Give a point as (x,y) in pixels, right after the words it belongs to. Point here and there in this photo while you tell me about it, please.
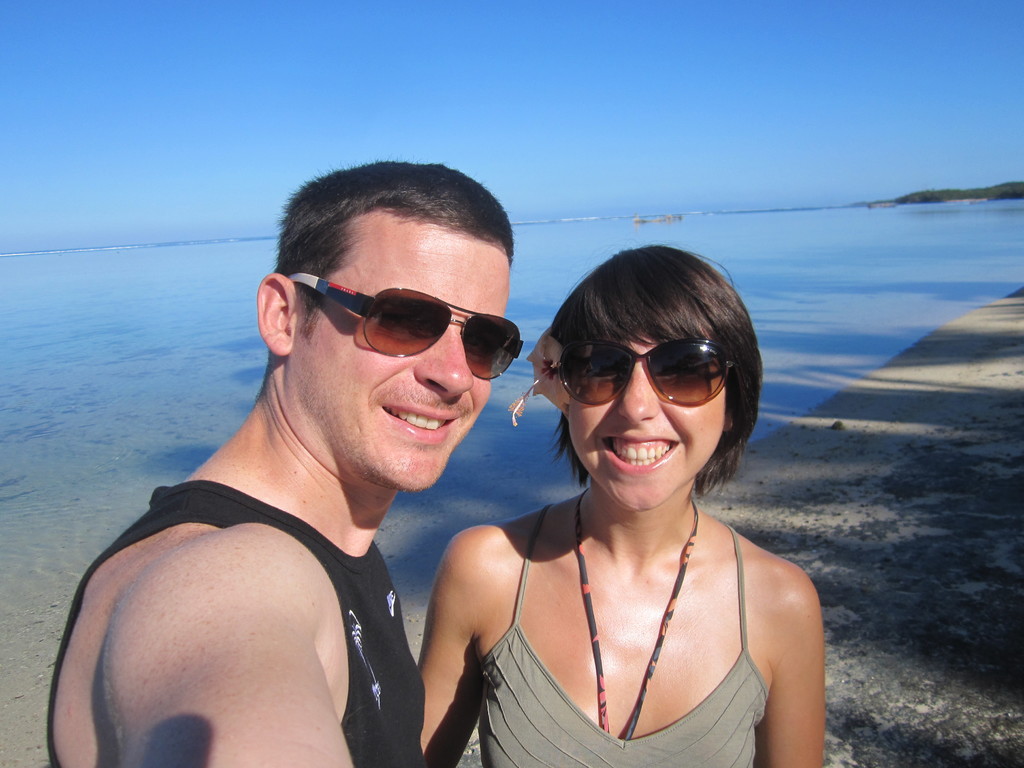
In this image there is a couple (411,668) standing on the sea shore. Behind them there is water (86,347). At the top (597,39) there is the sky (616,60). On the right side (975,199) top it looks like an island (1003,188).
